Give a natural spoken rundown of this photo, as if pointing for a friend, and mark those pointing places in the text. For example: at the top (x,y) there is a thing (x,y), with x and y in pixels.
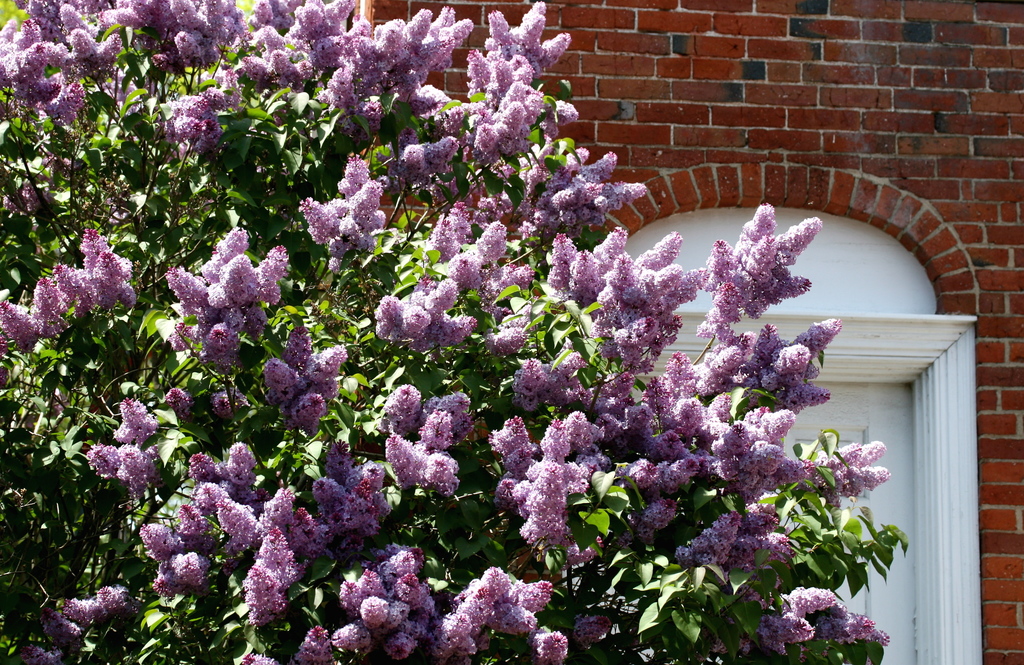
In this image we can see a tree (521,320) to which there are some flowers (434,312) and behind there is a brick wall (972,249) to which there is a door (828,380).
